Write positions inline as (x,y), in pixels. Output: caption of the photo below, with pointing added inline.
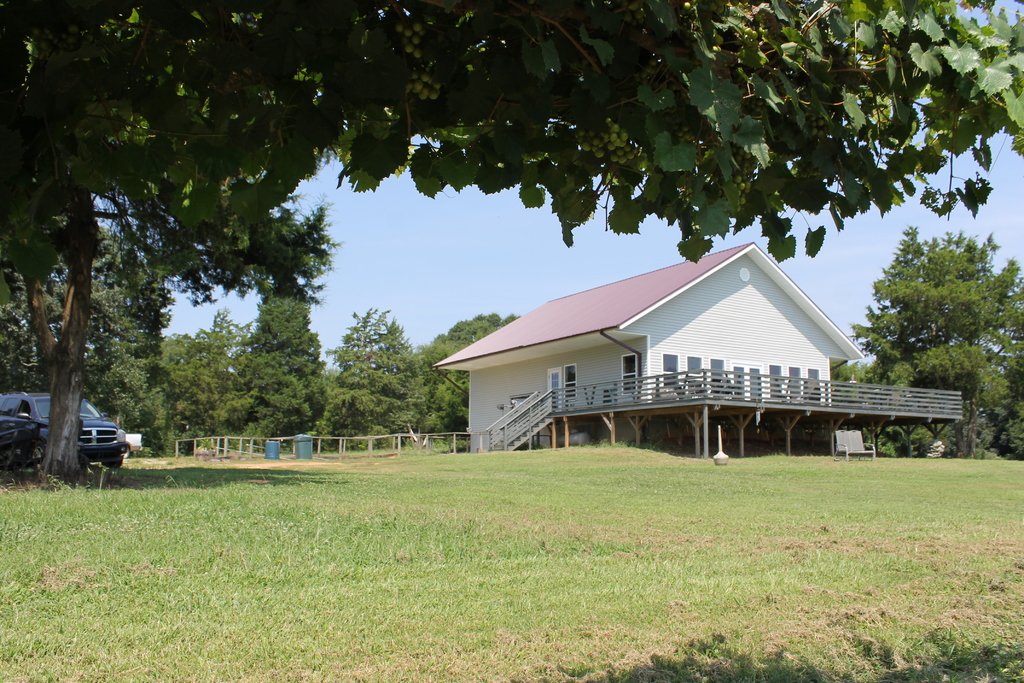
In this image there is a house (627,427), railing (748,390), trees (936,345), grass (943,465), chair (841,432), vehicle (113,431), sky (519,211) and objects (296,449). Land (425,524) is covered with grass (568,493).
